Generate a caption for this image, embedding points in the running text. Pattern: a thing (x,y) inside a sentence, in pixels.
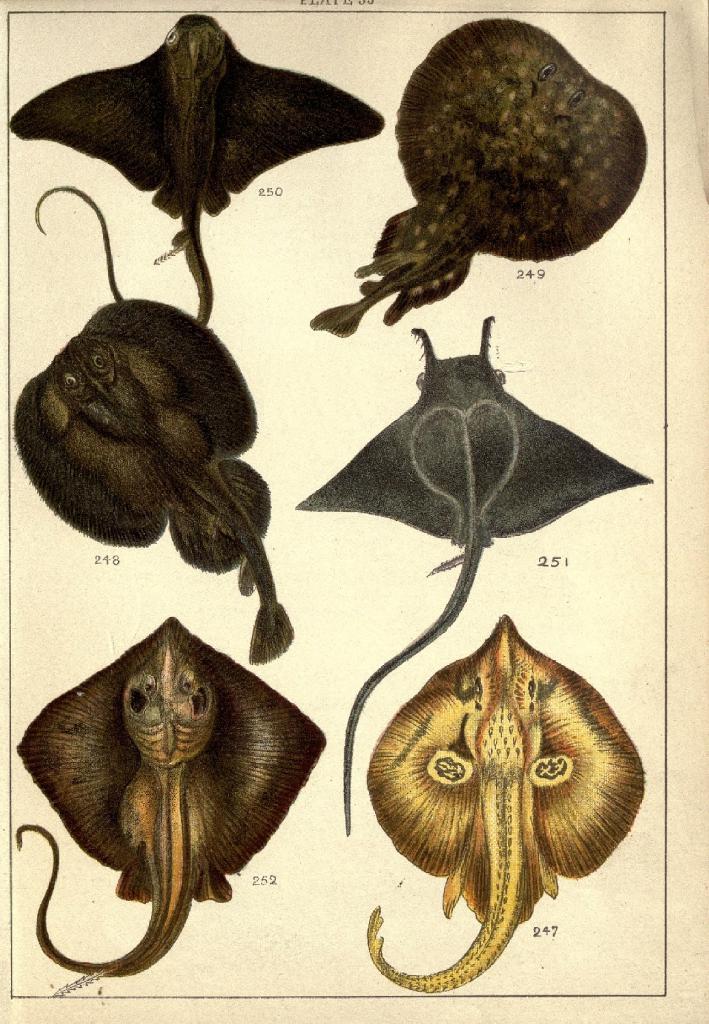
In this image we can see pictures (210,487) of fish (543,466) on the paper (643,621).
